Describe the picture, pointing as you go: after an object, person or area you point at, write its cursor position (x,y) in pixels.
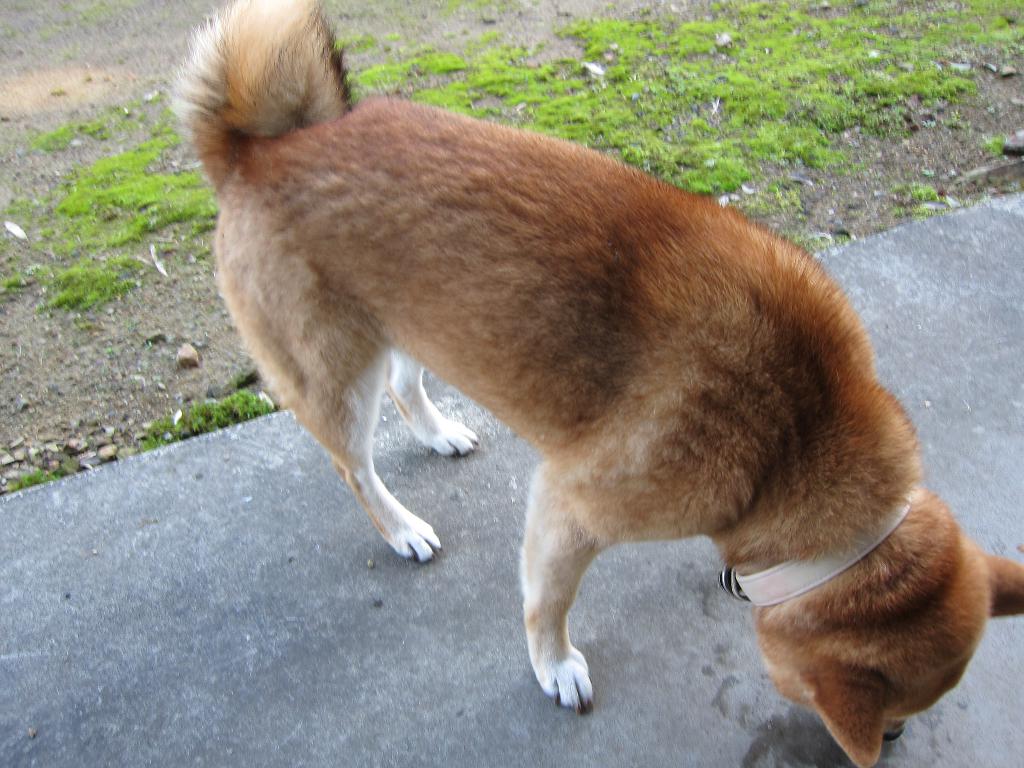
In this picture we can see a dog (840,590) with a belt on it and this dog (844,614) is on the ground (957,414) and we can see grass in the background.
